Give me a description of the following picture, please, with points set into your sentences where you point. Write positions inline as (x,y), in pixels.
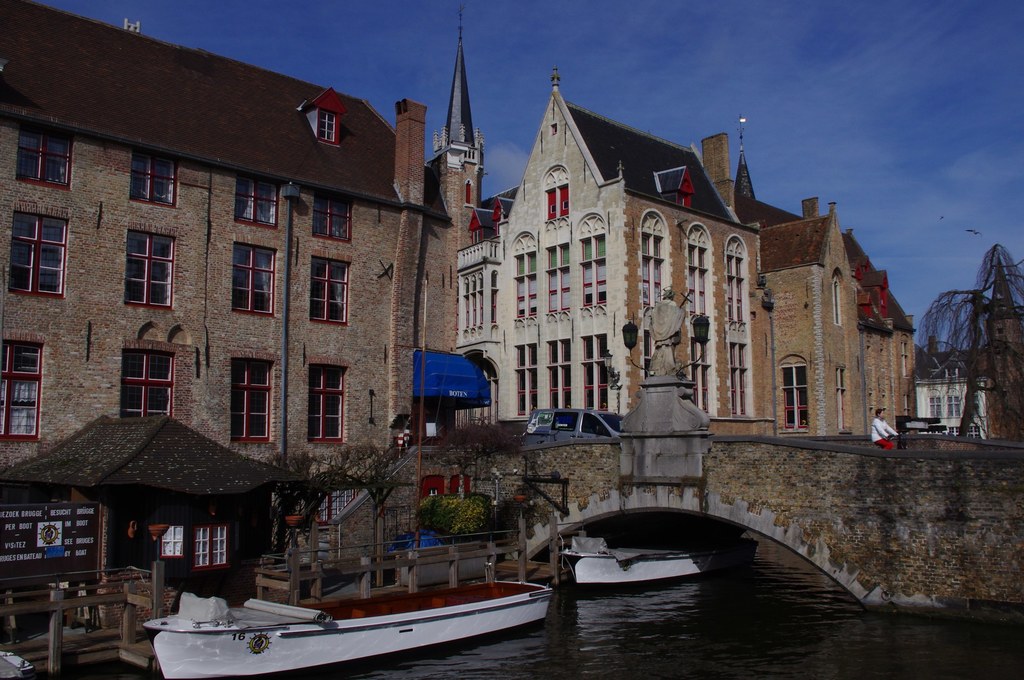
In this image, on the right side (930,556), we can see a bridge (837,457), trees (973,406) and a building (928,405), glass window (928,405). In the middle of the image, we can see two boats (406,597) which are floating in the water (608,590). On the left side (51,400), we can see a building (90,481), glass window (342,506). In the background (706,376), we can see a vehicle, building (622,280). At the top (627,75), we can see a sky (624,68), at the bottom (764,628), we can see water (663,664) in a canal (78,679).
